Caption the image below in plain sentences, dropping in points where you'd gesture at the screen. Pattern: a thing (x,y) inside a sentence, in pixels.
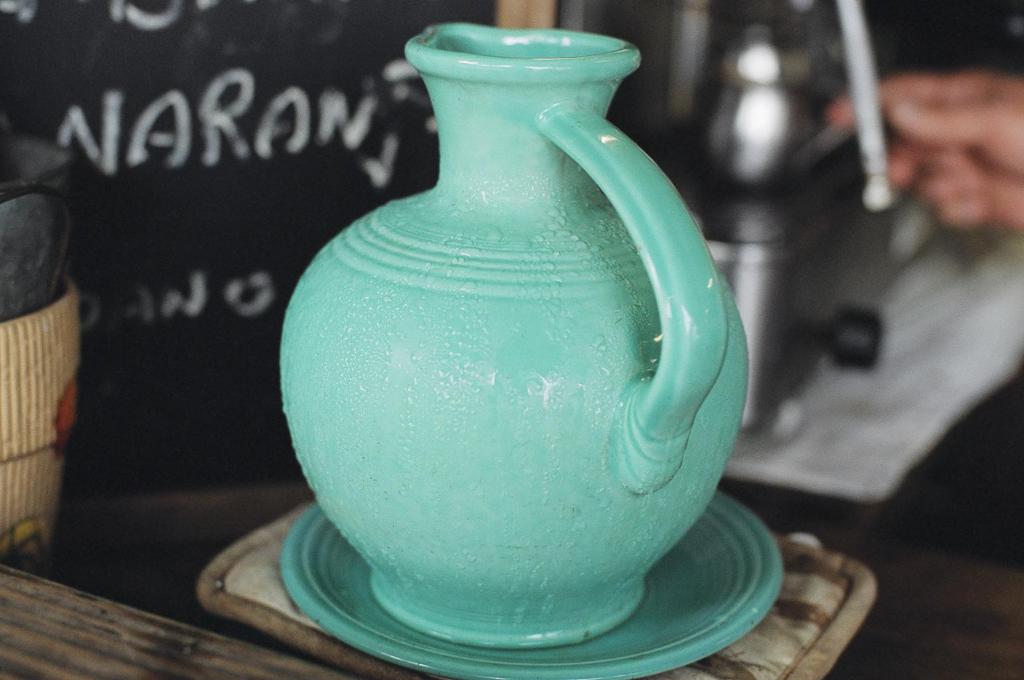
In the image I can see a pot (370,273) and also I can see some other things (245,10) and a person hand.
